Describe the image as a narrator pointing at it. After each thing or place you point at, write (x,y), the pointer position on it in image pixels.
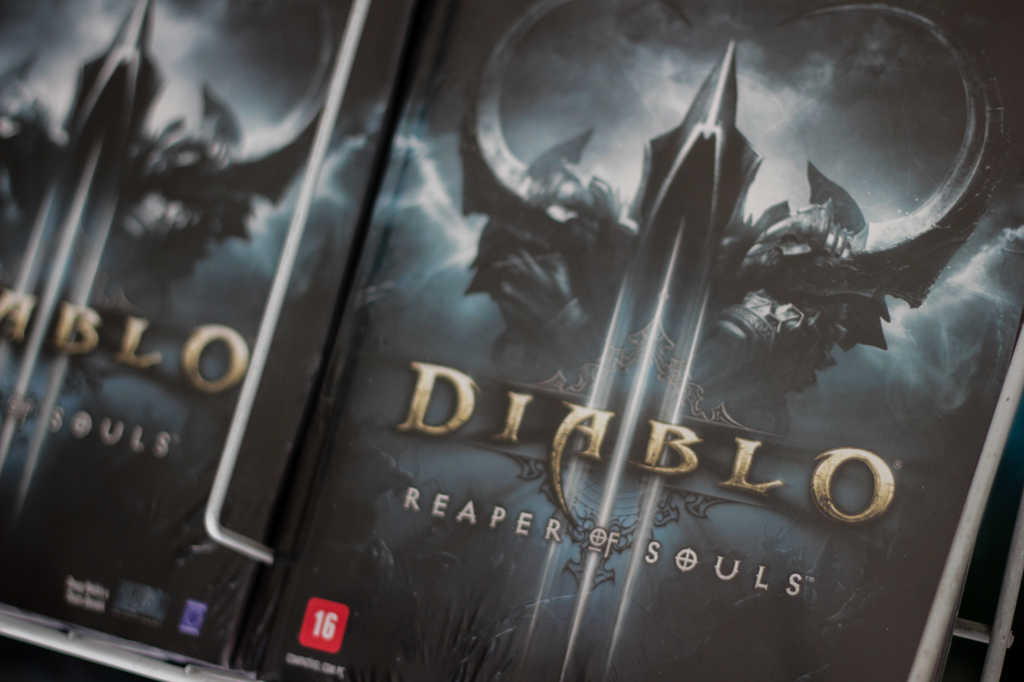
In this image we can see books (774,571) in a shelf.
